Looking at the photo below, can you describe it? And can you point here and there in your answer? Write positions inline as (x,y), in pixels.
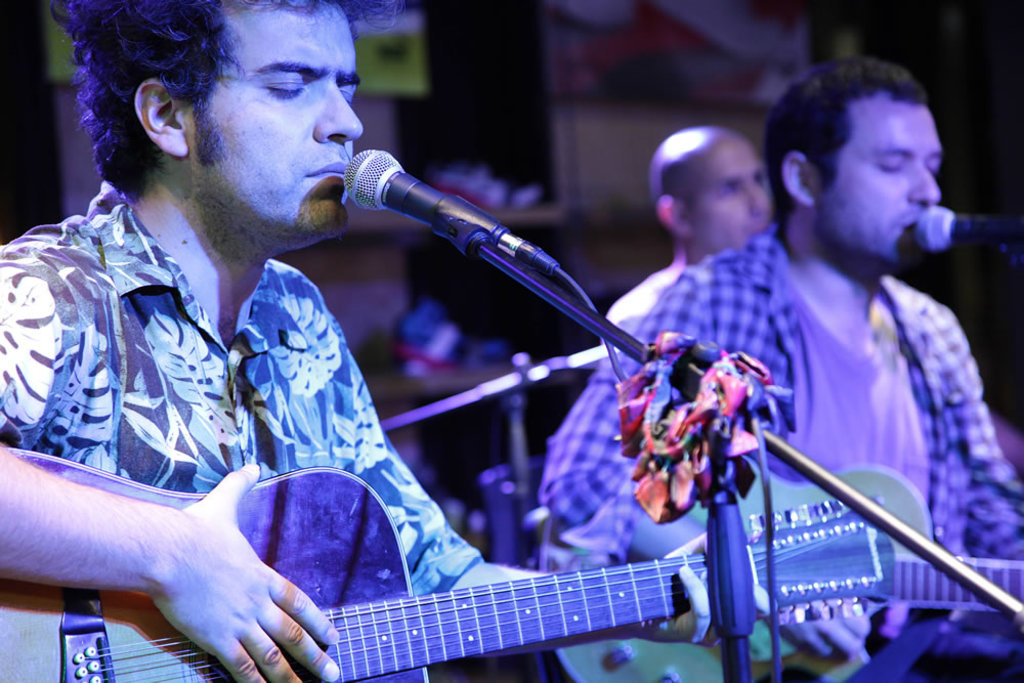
In this image there are persons (167,391) sitting and holding a musical instrument (873,553) in their hands (699,585) and the man (765,308) on the right side (898,360) is singing in front of the mic (936,232) and the man (162,406) in the center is holding a musical instrument (328,560) and there is a mic (347,183) in front of the man (282,192).
